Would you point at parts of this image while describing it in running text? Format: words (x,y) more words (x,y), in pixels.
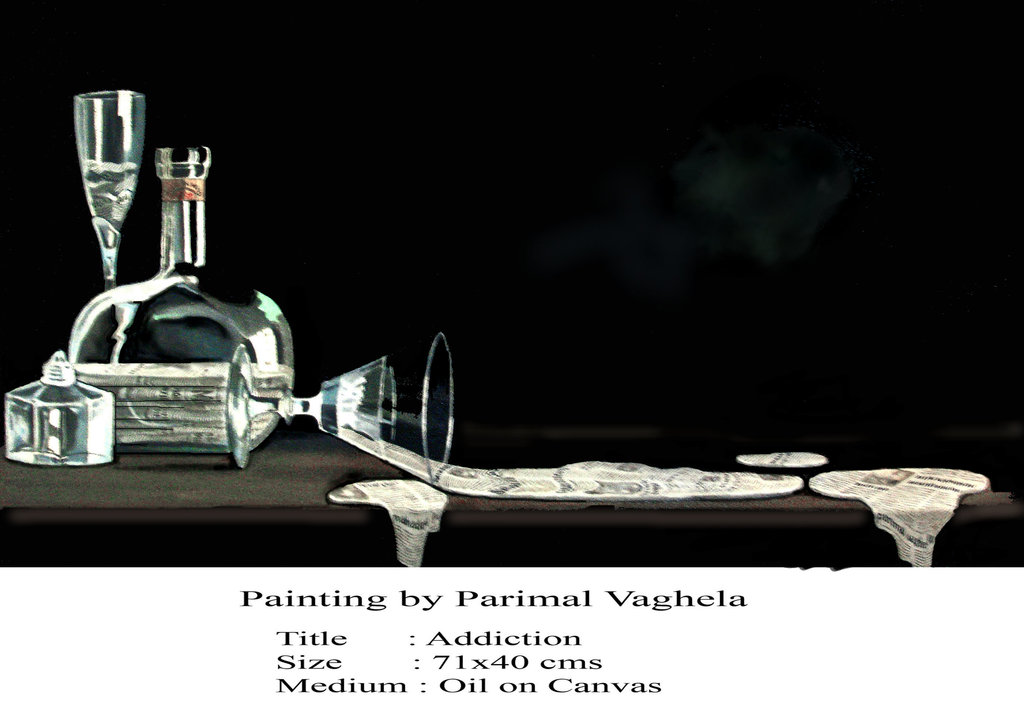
In the image there are glass flask (170,338) and wine glass painting (243,405) on a table (704,517) and over bottom a text (528,596) written painting by parimal vaghela.
